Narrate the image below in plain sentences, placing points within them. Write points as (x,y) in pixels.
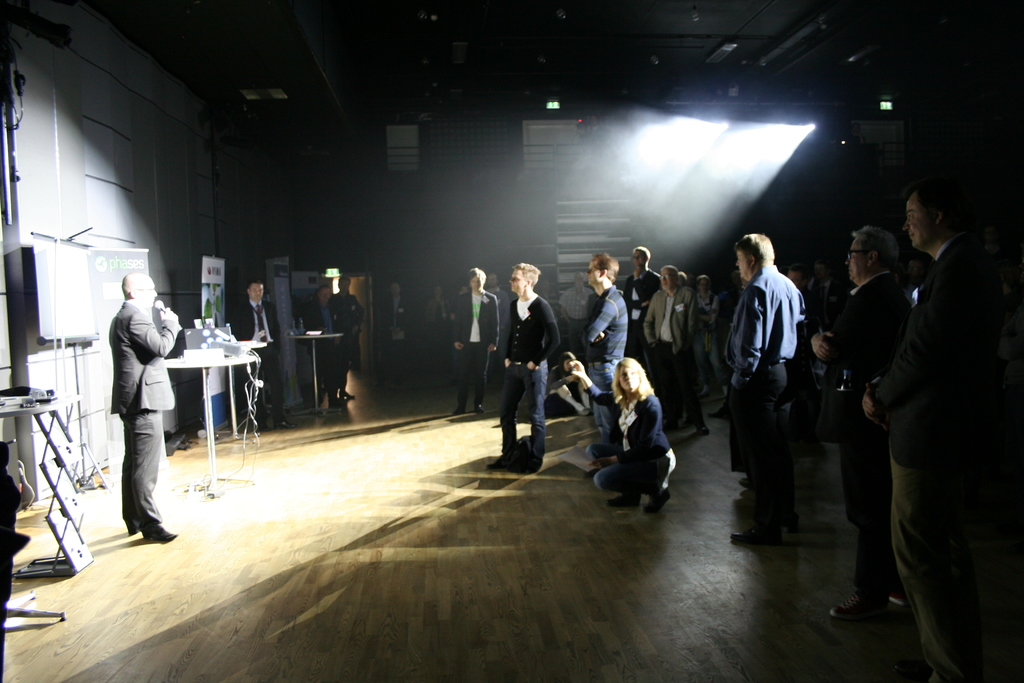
In this image we can see a group of people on the floor (525,591). In that a man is holding a mic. We can also see some objects (199,352) on the tables (210,364), some banners (108,308), a metal frame (60,535), a wall (526,234) and a roof (326,25) with some ceiling lights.
